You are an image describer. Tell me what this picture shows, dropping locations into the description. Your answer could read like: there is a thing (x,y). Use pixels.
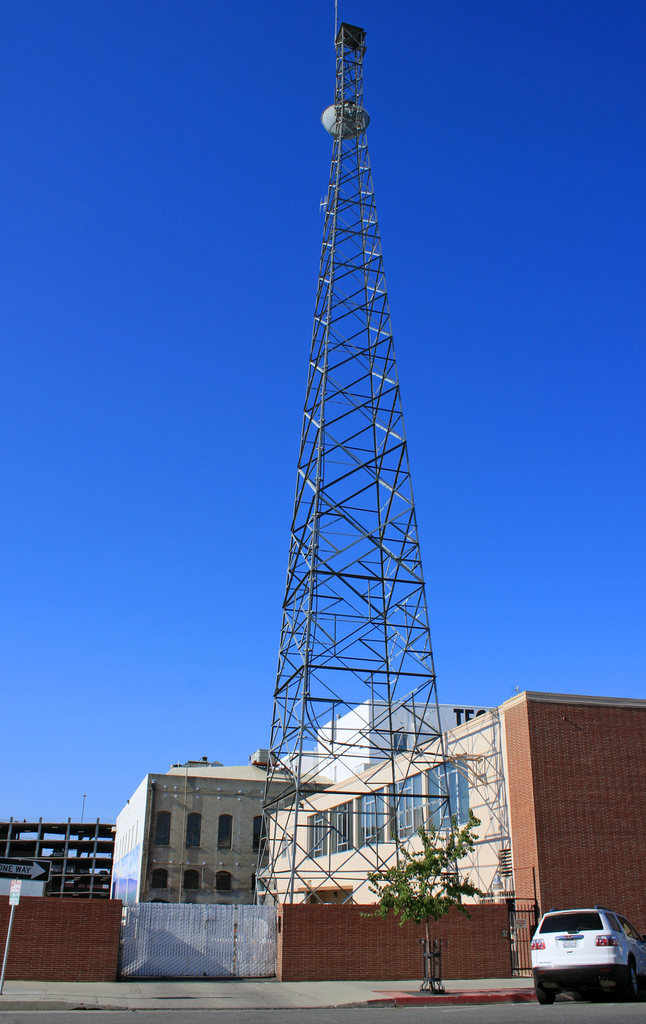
There is a car (539,959) on the right side (629,973). Near to that there is a tree (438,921). In the back (135,928) there is a gate (149,923). Near to that there are walls (336,947). In the back (164,868) there is a tower (312,726), buildings (322,780) with windows (372,804) and sky (192,369).
